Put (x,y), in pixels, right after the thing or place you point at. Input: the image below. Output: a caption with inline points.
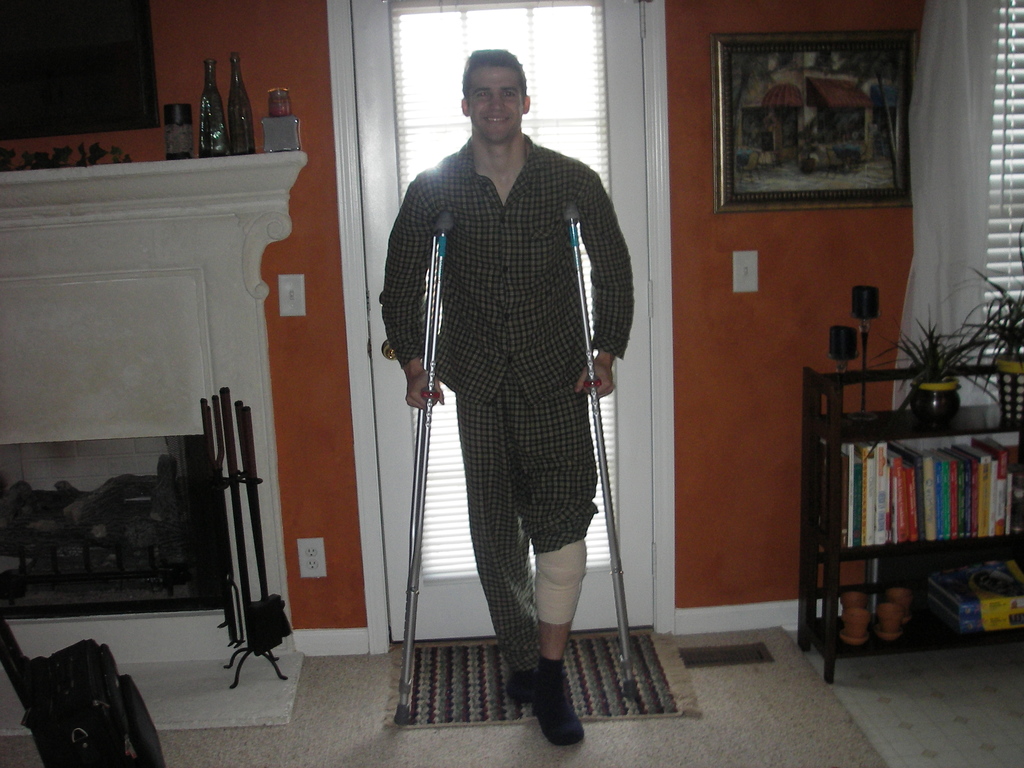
In this picture we can see a person (518,66) holding walking sticks (421,433) in his hands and smiling. There is a bag (18,687), stand (255,608) and a few objects (90,530) are visible on the left side (111,516). We can see some vases (201,117) on the shelf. There are books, house plants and other objects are visible on a black stand (834,452). We can see a frame (723,192) and other objects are visible on the walls (273,290). There are window shades (1004,258). We can see a doormat (461,706) on the ground (305,671).
